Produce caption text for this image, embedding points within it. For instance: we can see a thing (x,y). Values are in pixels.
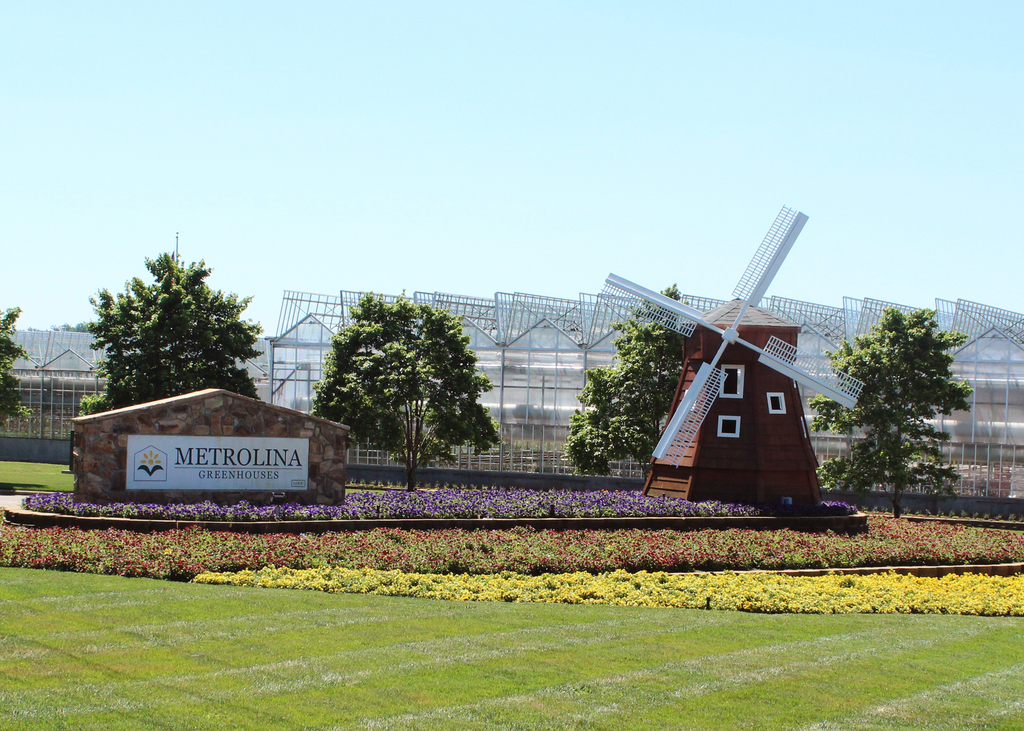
In this image there are like a few shades (64,368), which are transparent, in front of them there are trees (882,386), wind mill (762,441) and there is a wall (106,460) with board (170,483). On the board (203,454) there is some text (185,455), around the wall (231,491) there are flowers (559,531), plants (457,567) and grass (570,634). In the background (861,107) there is this sky (392,140).
